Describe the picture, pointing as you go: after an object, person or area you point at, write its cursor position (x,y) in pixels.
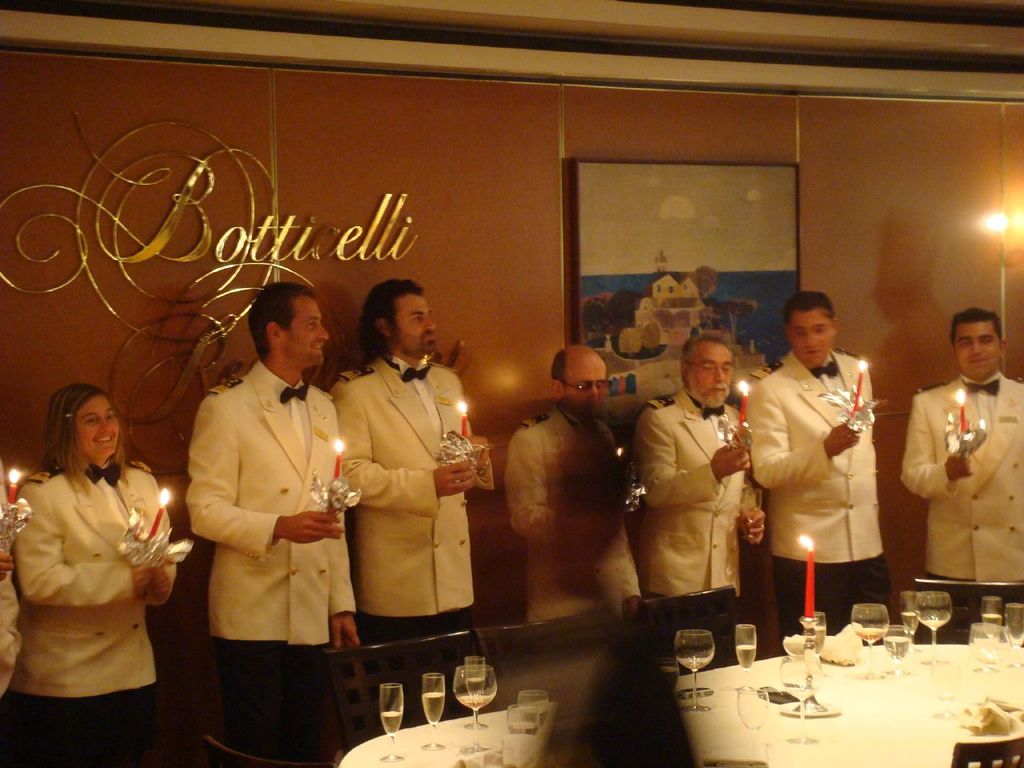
In this image few people (385,538) are standing holding candle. they all are wearing white suit (126,568). In front of them on a table (793,690) there are glasses (882,611). There are few chairs (689,621) around the table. In the background (737,212) there is a painting (644,228) on the wall (339,241).
